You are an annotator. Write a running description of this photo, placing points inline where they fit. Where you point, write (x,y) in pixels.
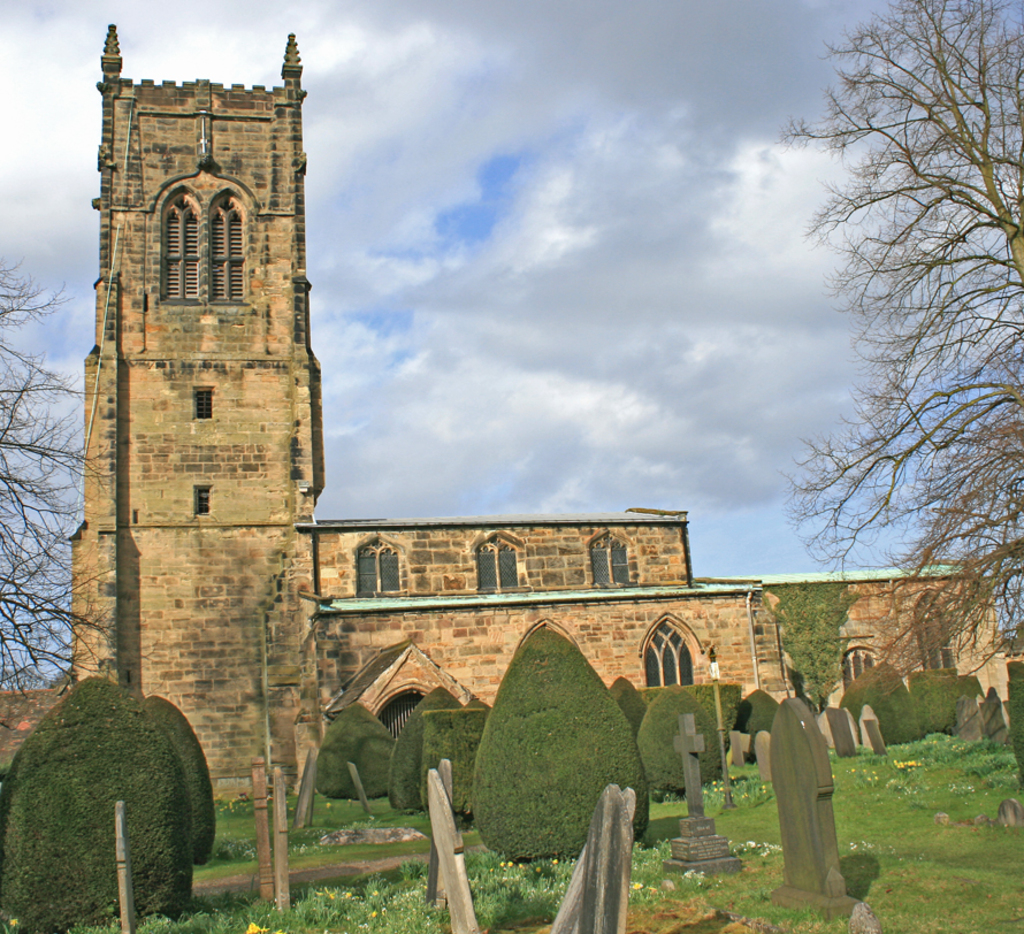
In this image we can see a building (463,591). There is a cloudy sky (646,298) in the image. There are many trees (967,417) and plants (394,905) in the image. There are many flowers (410,894) to the plants (339,913). There is a grassy land (381,910) in the image.
